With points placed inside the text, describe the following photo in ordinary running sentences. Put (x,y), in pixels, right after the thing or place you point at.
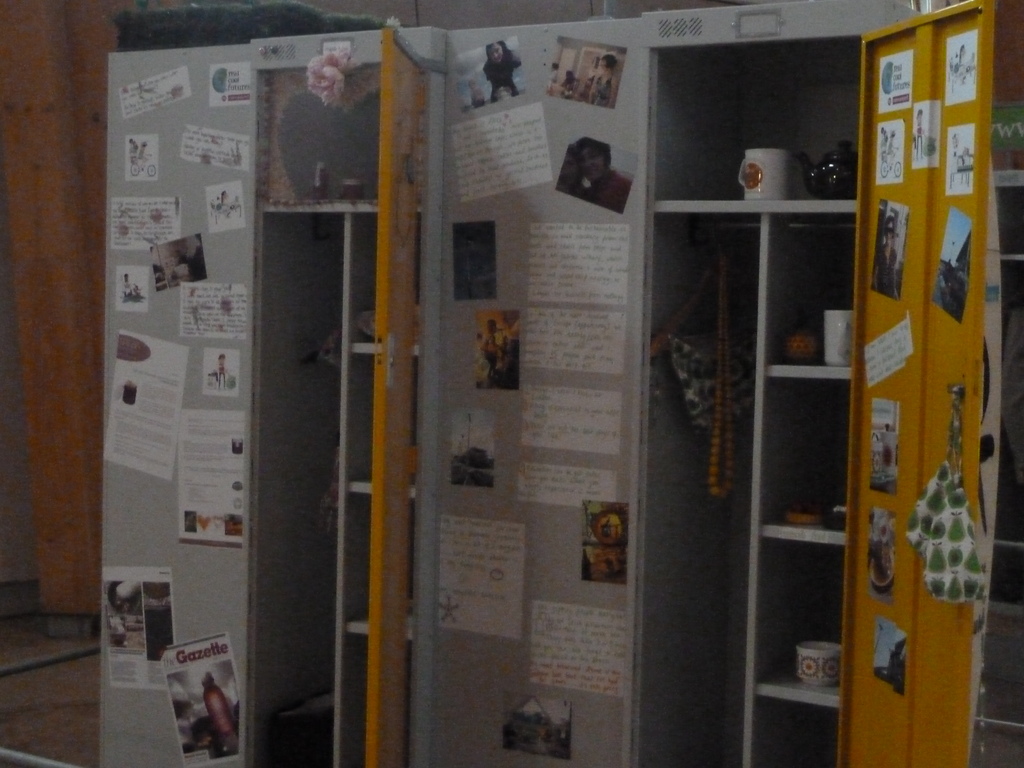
The picture is clicked in a room (173,212). In the foreground of the picture (238,378) there are lockers (640,112), on the lockers (186,177) there are papers (204,273) stuck. On the right (730,401) in the locker (791,391) there are cups (847,359) and other objects (726,385). On the left (95,176) there is a wooden object (76,396).
